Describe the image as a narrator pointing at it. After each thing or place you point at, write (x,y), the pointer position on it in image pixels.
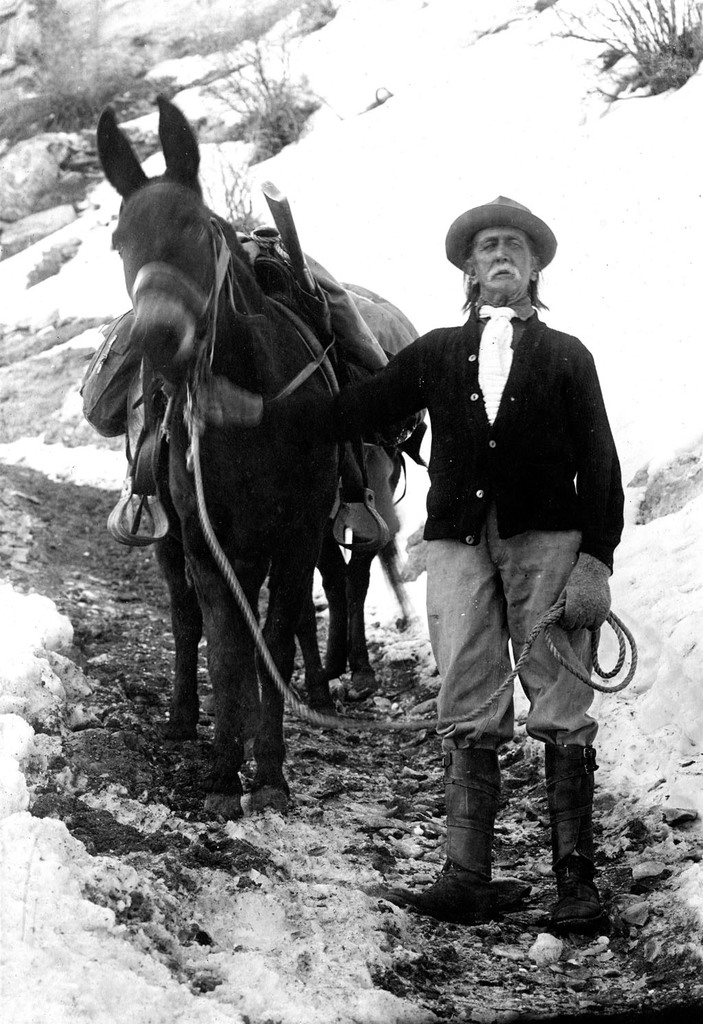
This picture is clicked outside. On the right (568,374) there is a man (472,358) holding a rope (534,634) which is tied to an animal (203,204) seems to be the horse (194,202) and both of them are standing on the ground (350,759). In the background (653,27) we can see the dry stems (67,79) and the rocks (15,371).
